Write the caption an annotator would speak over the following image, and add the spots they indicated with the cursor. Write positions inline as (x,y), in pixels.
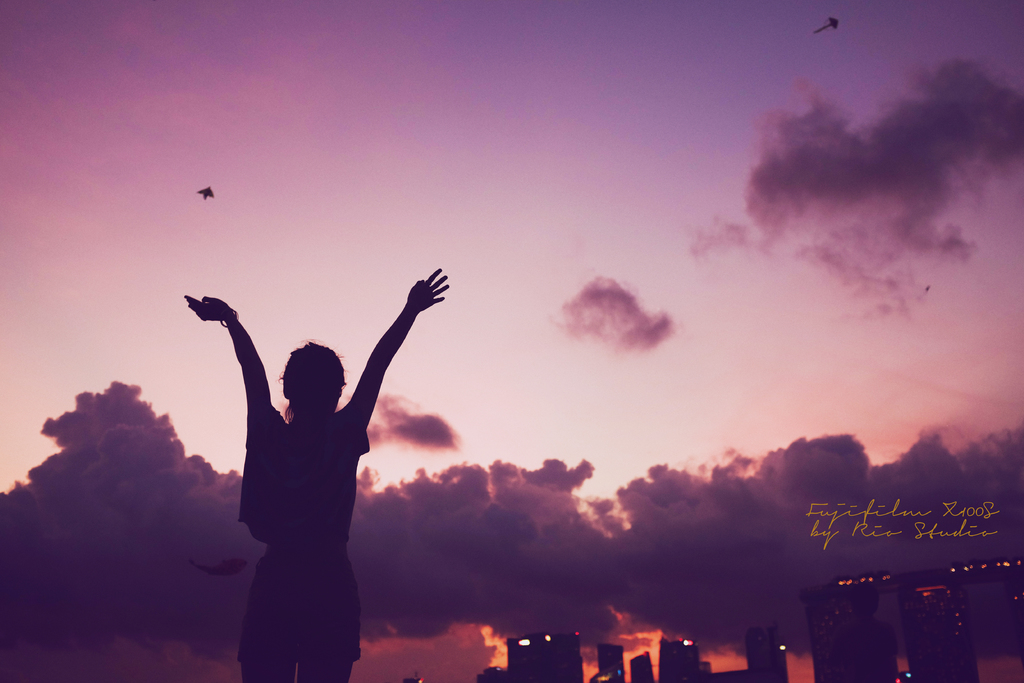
In this image we can see one woman (261,606) standing, some buildings (488,669), some lights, some text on this image, some birds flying in the sky (903,300) and the background (912,277) there is the colorful cloudy sky (419,512).
